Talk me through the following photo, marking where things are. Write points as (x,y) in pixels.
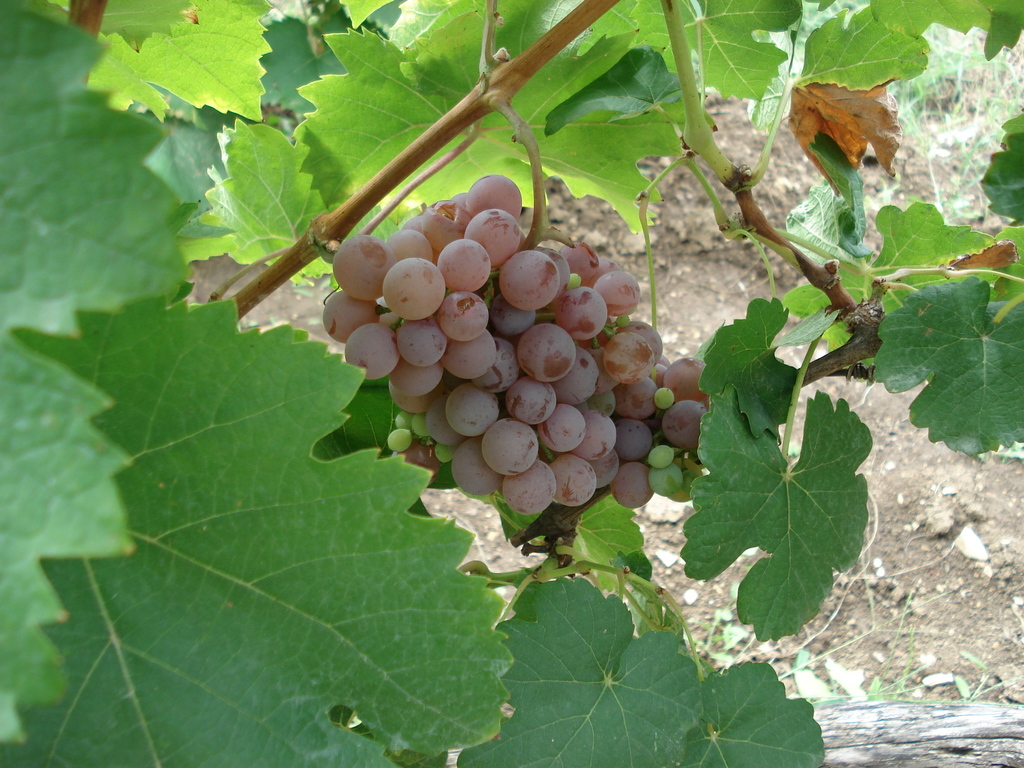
This image is taken outdoors. On the left side of the image (179,357) there is a creeper (270,377) with green leaves (261,464) and grapes (517,383). In the background (914,482) there is a ground (962,619) with grass (979,32) on it.
